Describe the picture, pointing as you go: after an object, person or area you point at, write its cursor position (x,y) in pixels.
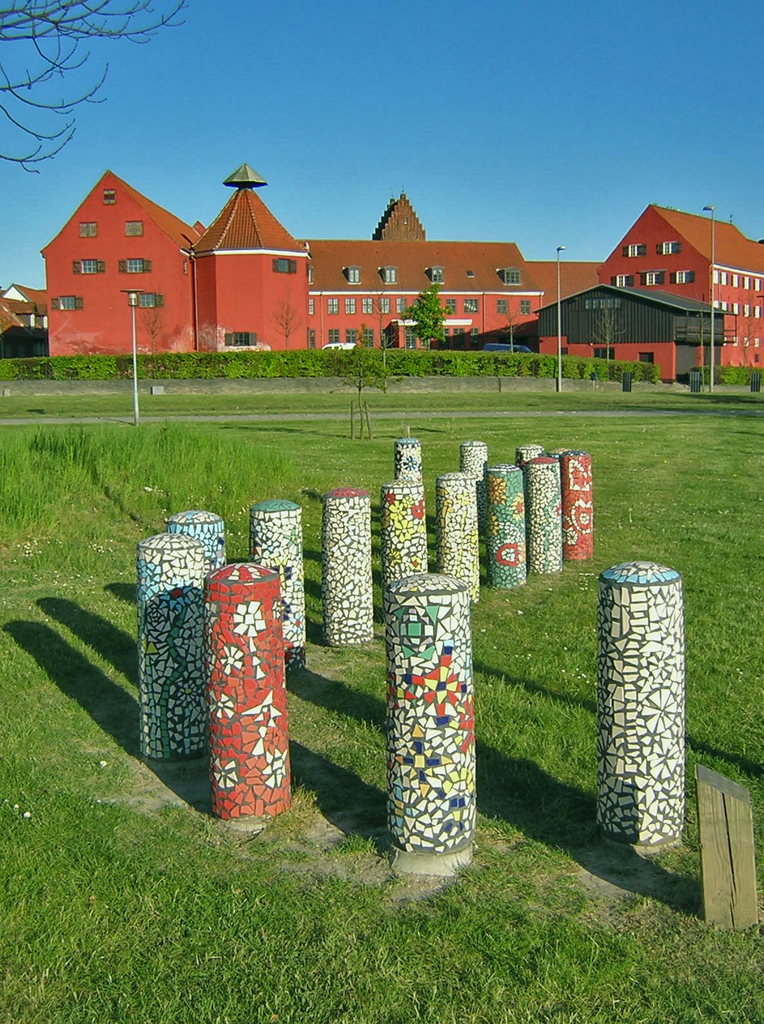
In this image there are few buildings (247,222), street lights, garden plants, grass (666,907), a tree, a pole (735,832), few black color objects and the sky (78,83).
